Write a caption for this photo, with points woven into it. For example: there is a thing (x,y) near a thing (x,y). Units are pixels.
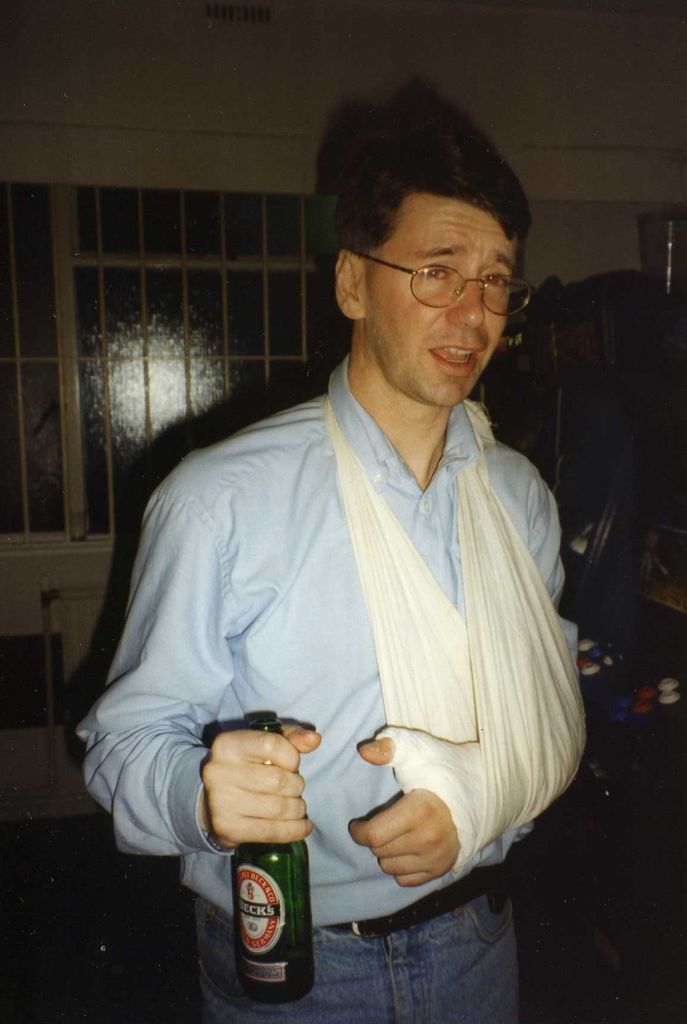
In this image I can see a man (476,476) is standing and holding a bottle (241,973), I can also see he is wearing a specs (491,298).
